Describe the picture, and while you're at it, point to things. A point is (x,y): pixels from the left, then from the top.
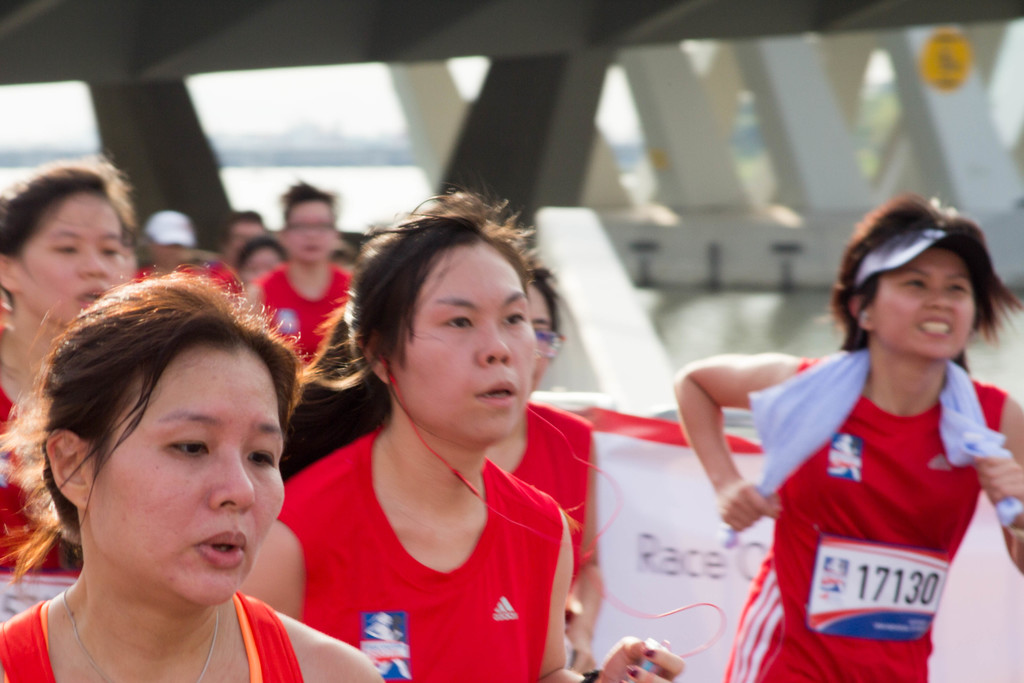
In the picture we can see some women (915,511) are running and they are in sports wear (357,535) and behind them we can see a pillars construction (543,187) in a zigzag way.
